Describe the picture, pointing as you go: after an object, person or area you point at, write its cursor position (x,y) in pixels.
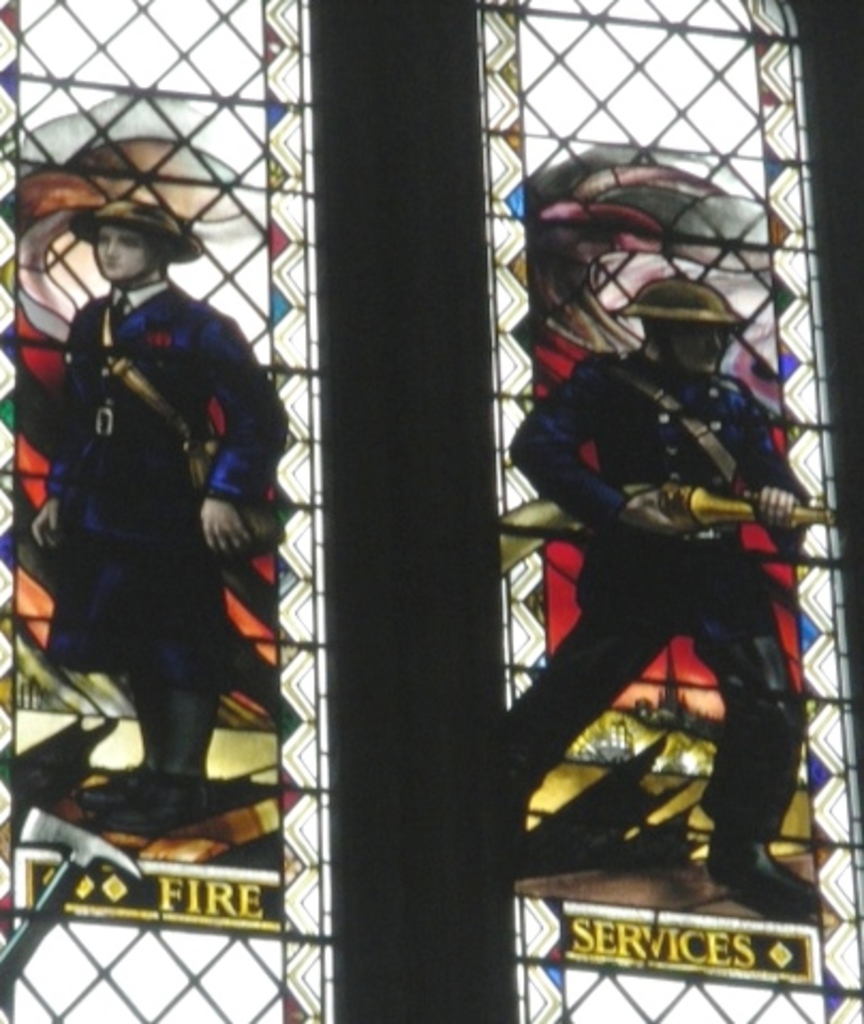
In this picture I can see words (713,944) and photos (764,657) of two persons (532,413) on the glasses (716,8) of the windows (64,368), and there are iron grilles (724,83).
